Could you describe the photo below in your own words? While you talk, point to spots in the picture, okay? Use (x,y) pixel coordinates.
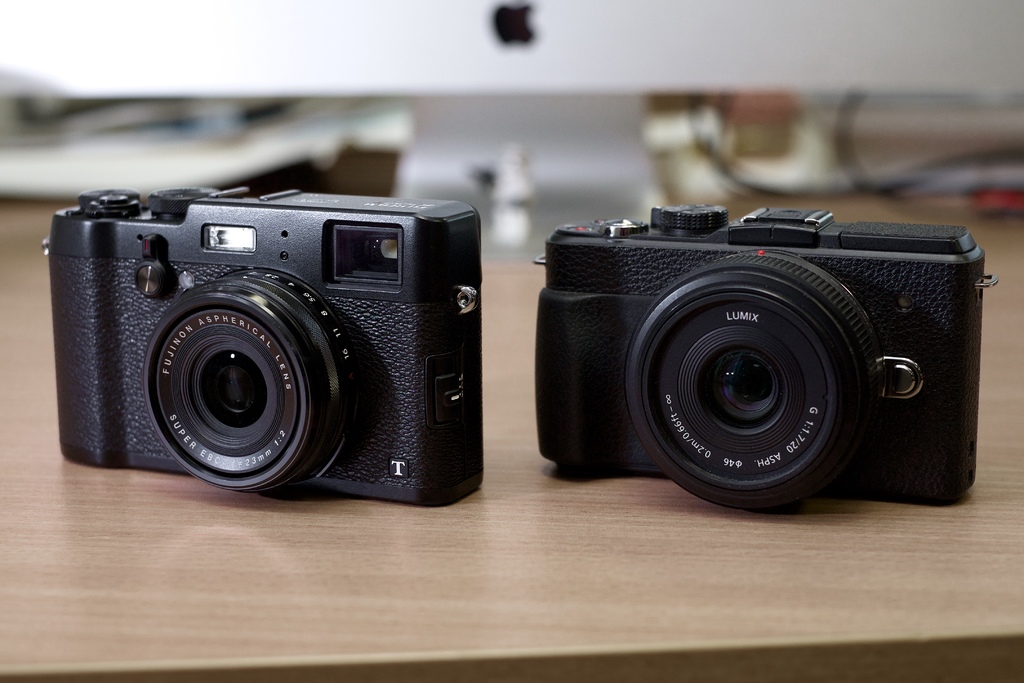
In this picture I can see couple of cameras (451,319) and a monitor (542,82) in the back (466,54) on the table (392,648).
